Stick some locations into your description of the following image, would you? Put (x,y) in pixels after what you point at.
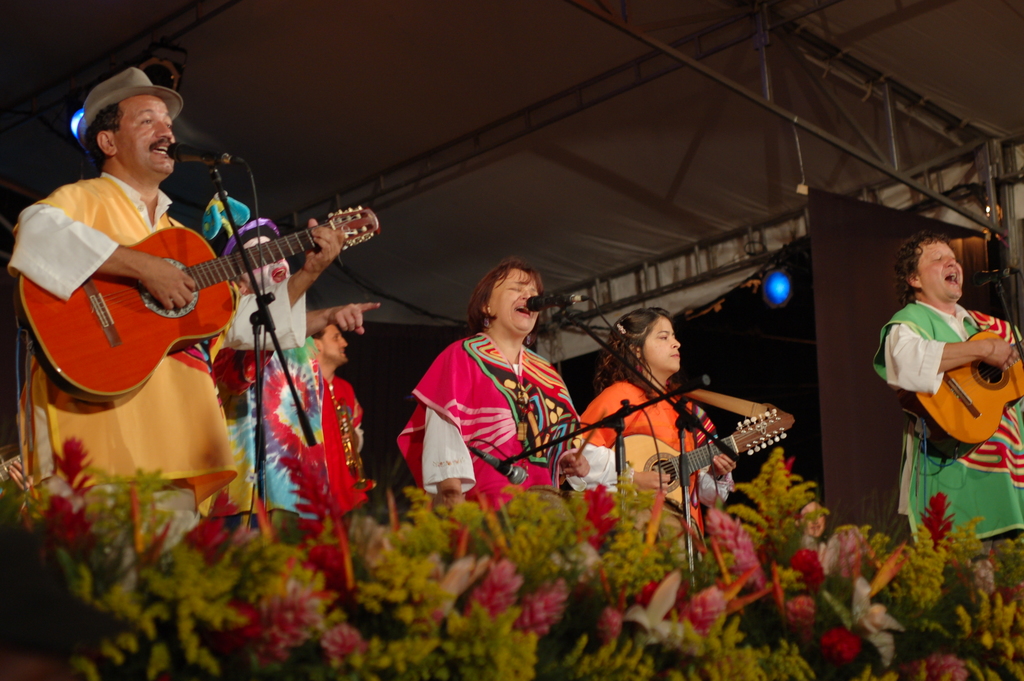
There are group of persons (248,358) playing music and singing in front of a mic (262,305).
